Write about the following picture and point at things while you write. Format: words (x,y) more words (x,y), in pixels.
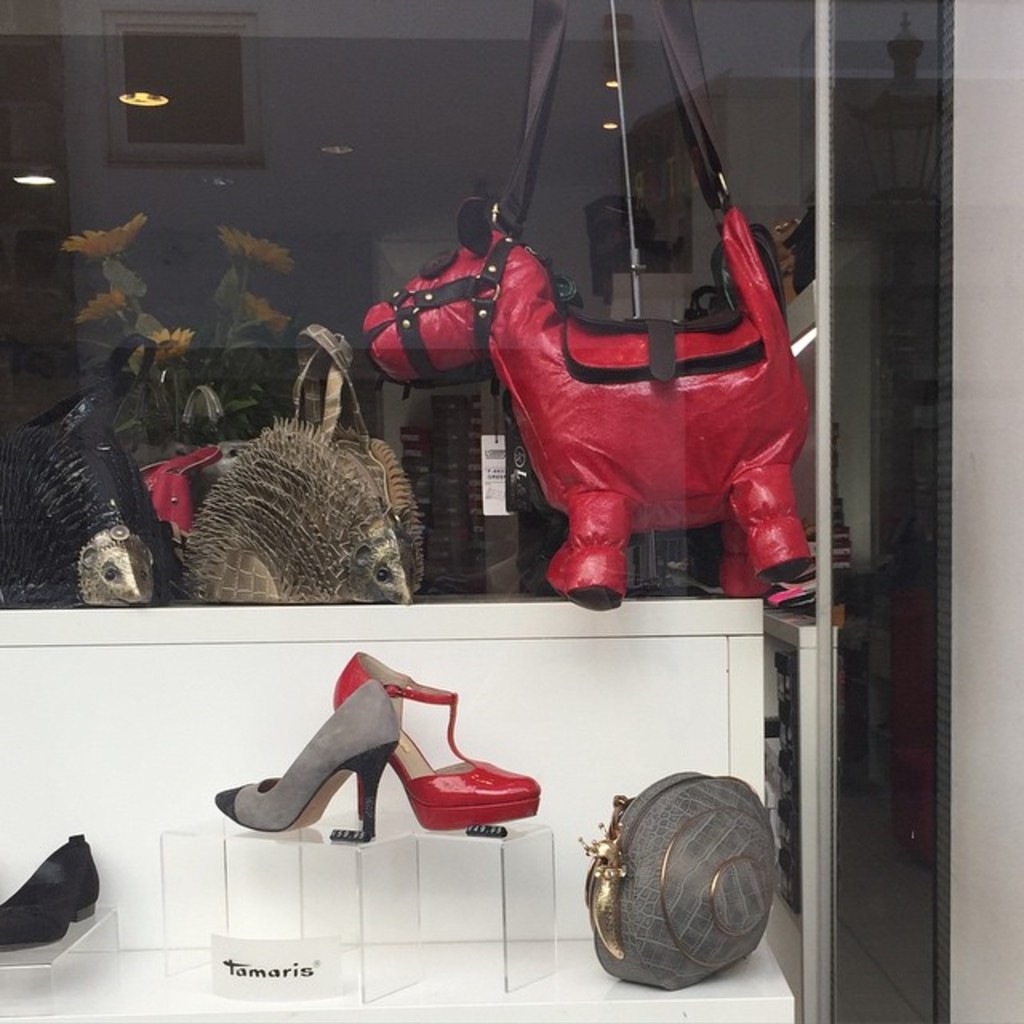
In this picture i can see the bag (585,475) which is in the horse shape is hanging from glass (435,60). At the bottom (487,804) we can see the shoes (369,834) which is kept on the glass box (242,889). In the bottom right corner (702,815) there is another bag (672,819) which looks like a snail. In the background (430,527) i can see the bags (553,514) and other objects (474,452). At the top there are lights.
